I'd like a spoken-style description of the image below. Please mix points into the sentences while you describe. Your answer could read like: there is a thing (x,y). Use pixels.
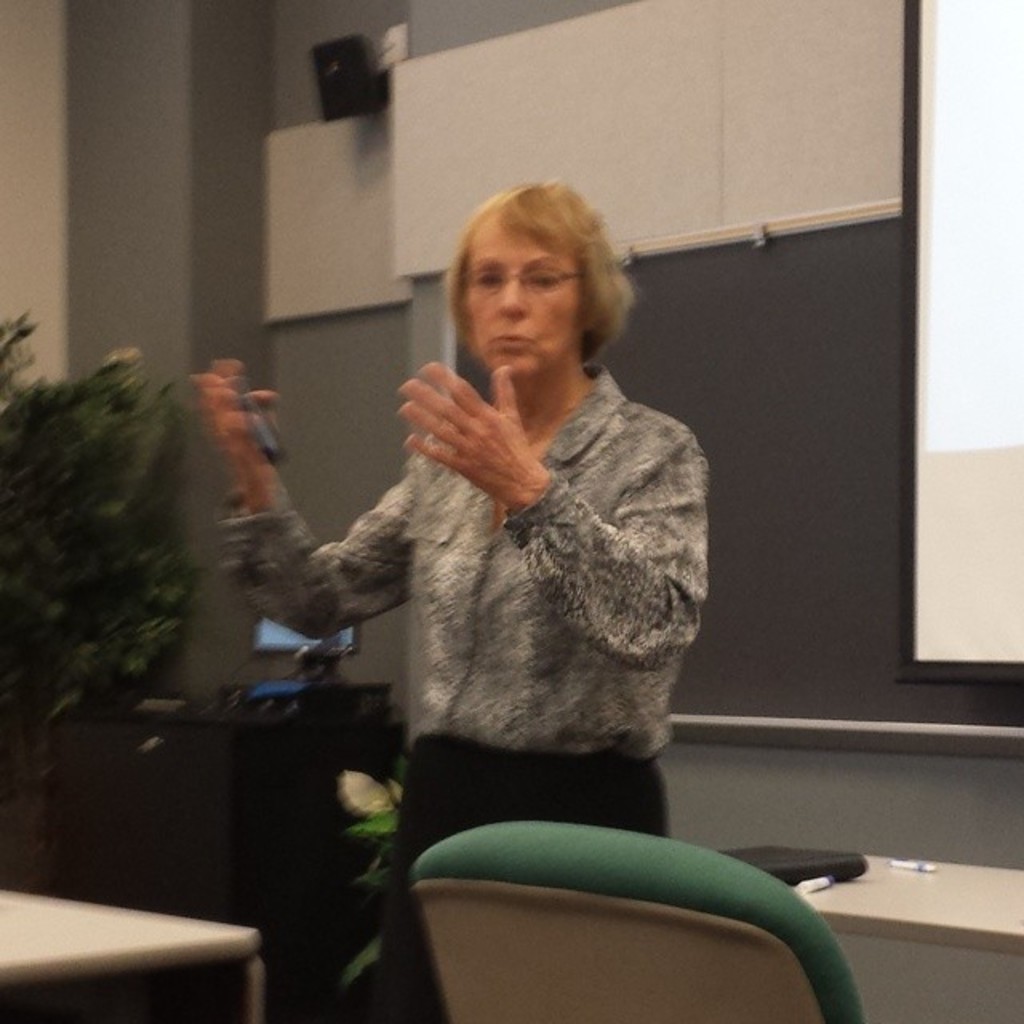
In this picture we can see a woman (512,398) is standing and holding something in her hand (270,482), and at back (952,891) here is the table (954,877) and some objects (835,871) on it, and at back (822,310) here is the board (790,417), and here is the tree (32,465).
